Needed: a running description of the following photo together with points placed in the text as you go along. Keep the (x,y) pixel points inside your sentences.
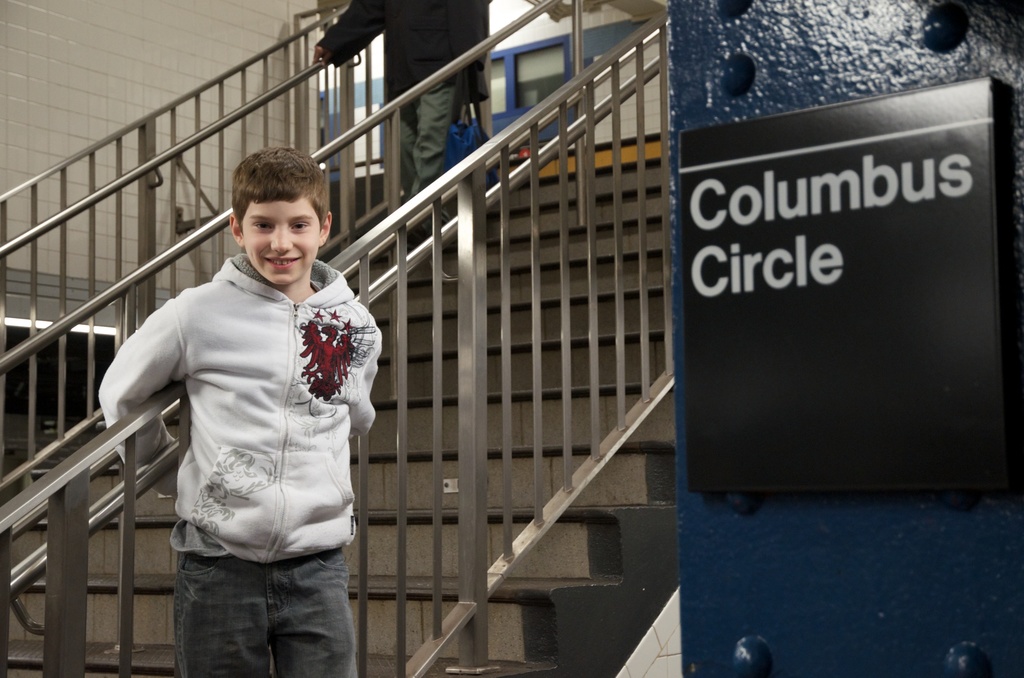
In the background (575,455) we can see the wall (599,10), railings (536,276), stairs (545,231) and a person (449,6). On the right side of the picture (921,250) we can see a board (885,339) on the pillar (937,64). In this picture we can see a boy (364,390) wearing a jacket (360,364) and he is smiling.
